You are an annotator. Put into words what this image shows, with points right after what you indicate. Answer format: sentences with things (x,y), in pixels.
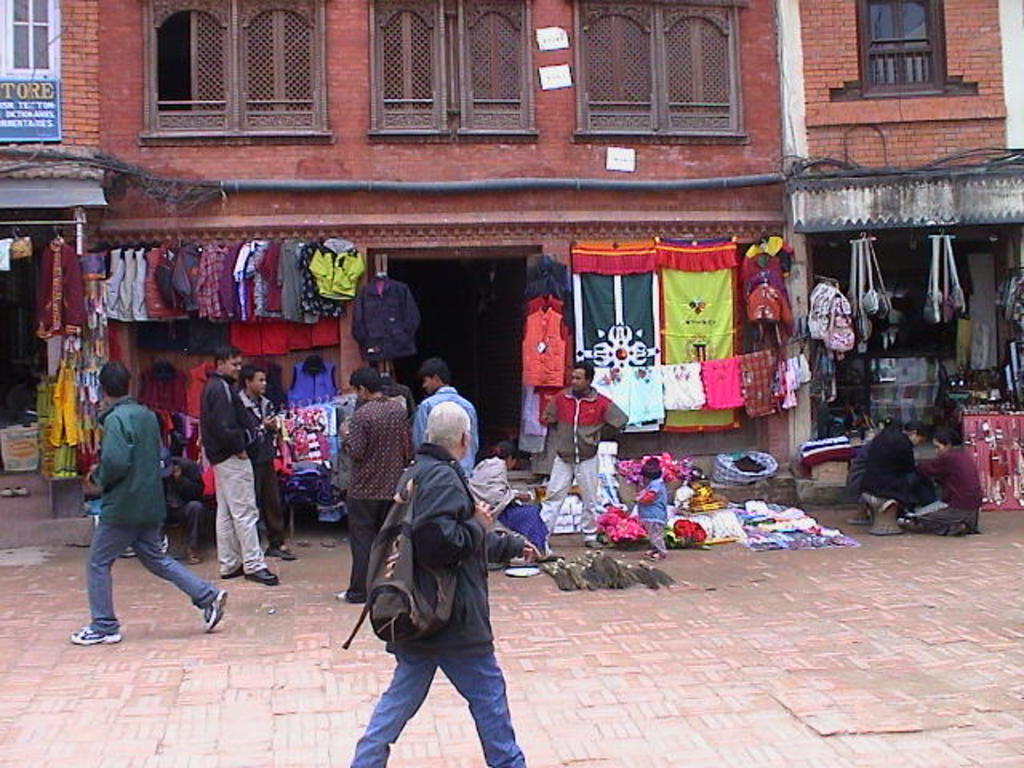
In front of the picture, we see a man (489,538) in the black jacket (487,534) who is wearing a backpack (383,544) is walking. At the bottom (568,662), we see the pavement (668,667). In the middle (413,416), we see the people (366,400) are standing and we see the man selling the plastic flower pots (687,525) and the clothes (681,390). Behind him, we see the clothes (636,389) hanged to the hangers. On the right side (967,462), we see two women (963,487) are sitting. Beside them, we see the objects (994,436) in red and black color. In the background (235,132), we see the buildings (496,153) and the windows (531,130). On the left side (19,97), we see a board (36,118) in blue color with some text (14,104) written on it.
